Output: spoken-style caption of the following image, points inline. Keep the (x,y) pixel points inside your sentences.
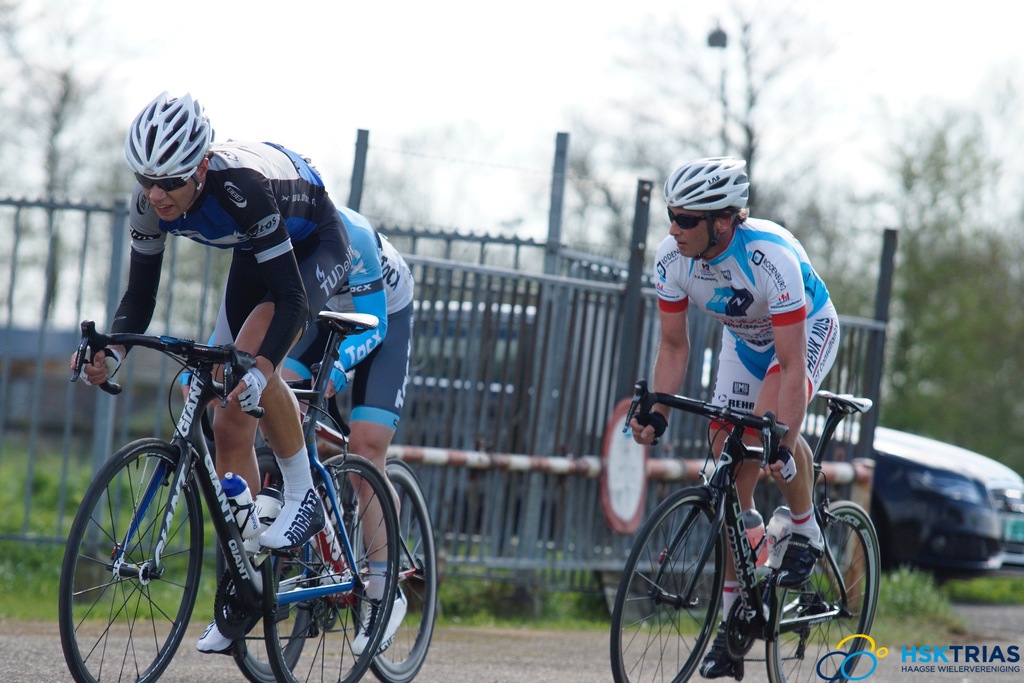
In this image there are three men (379,255) cycling on a road (1023,675), in the background (629,394) there is a fencing (702,425), car (884,461), trees (973,378), in the bottom right (966,660) there is a text (951,665).
